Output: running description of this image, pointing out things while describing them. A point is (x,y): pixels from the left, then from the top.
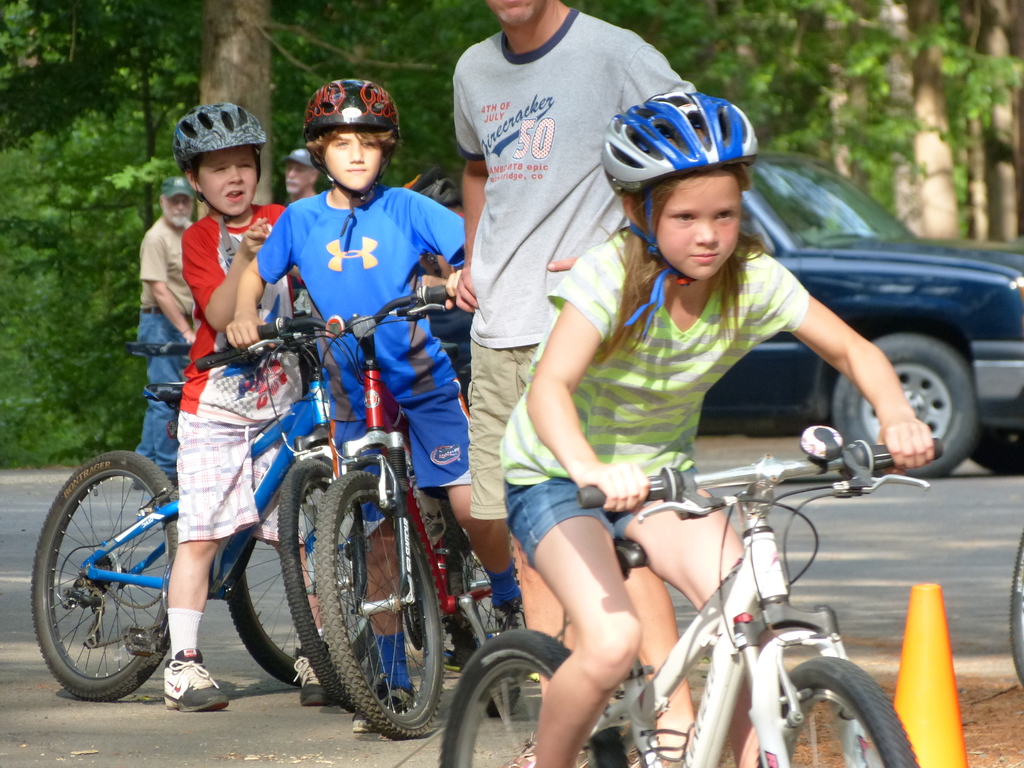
In this picture we can see children's (454,281) wore helmet (350,117) riding bicycles (310,375) on road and here man (461,59) standing and in background (791,239) we can see car (812,161), trees (669,13), some other person (184,226) on road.
